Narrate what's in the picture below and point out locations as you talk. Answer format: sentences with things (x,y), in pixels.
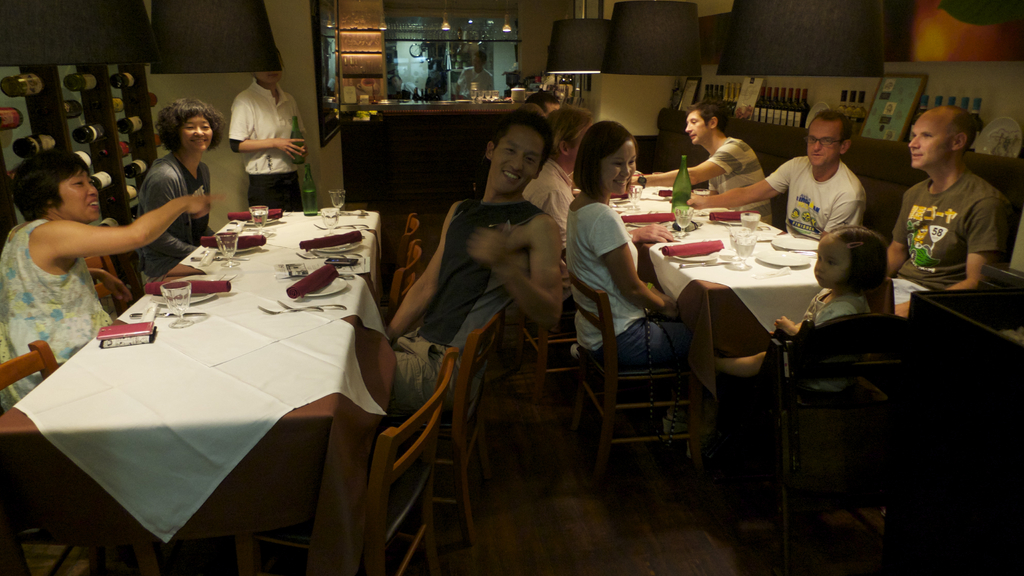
It looks like a restaurant (623,506) group of people (505,287) are sitting around the table (757,227), on the table (177,362) there are white cloths (227,432), plates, glasses (188,322) to the left side of the first table (210,253) there are also bottles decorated like walls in the background (409,128) there is a table (394,127) and one person (486,70) is standing behind the table (461,119).
